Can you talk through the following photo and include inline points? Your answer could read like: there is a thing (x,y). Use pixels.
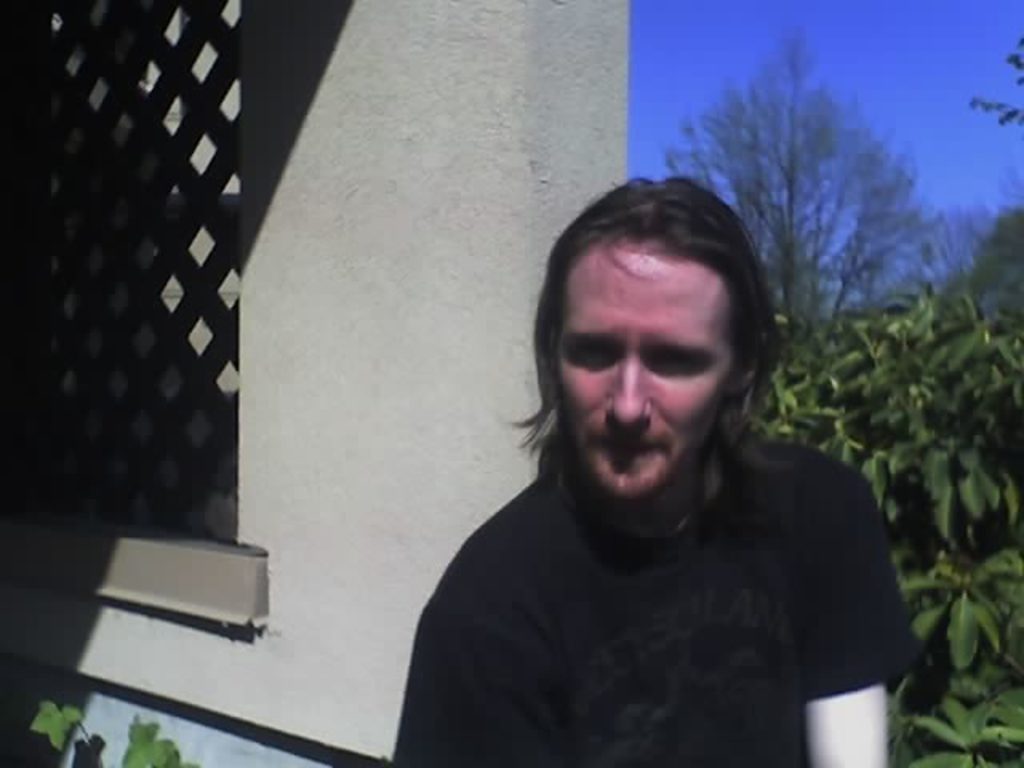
In this picture there is a man (661,430) who is wearing black t-shirt (659,712), beside him I can see the wall (286,502). In the background (903,190) I can see the trees (842,303) and plants (772,435). At the top (822,77) I can see the sky (755,38).
